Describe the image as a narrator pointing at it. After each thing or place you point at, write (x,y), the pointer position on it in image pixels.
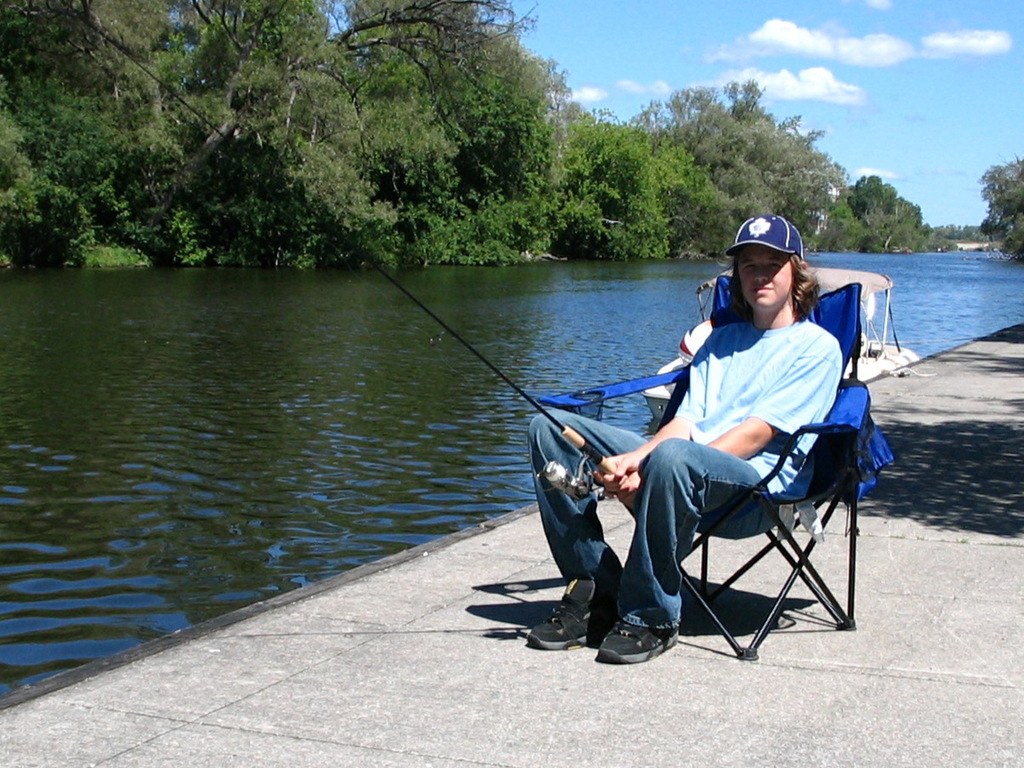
In this picture I can observe a person (748,365) sitting on the chair (770,536). The person (605,434) is holding a fishing stick (555,472) in his hands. In the middle of the picture (412,353) I can observe a lake (540,358). In the background (539,180) there are trees (395,139) and some clouds (802,39) in the sky (712,72).
